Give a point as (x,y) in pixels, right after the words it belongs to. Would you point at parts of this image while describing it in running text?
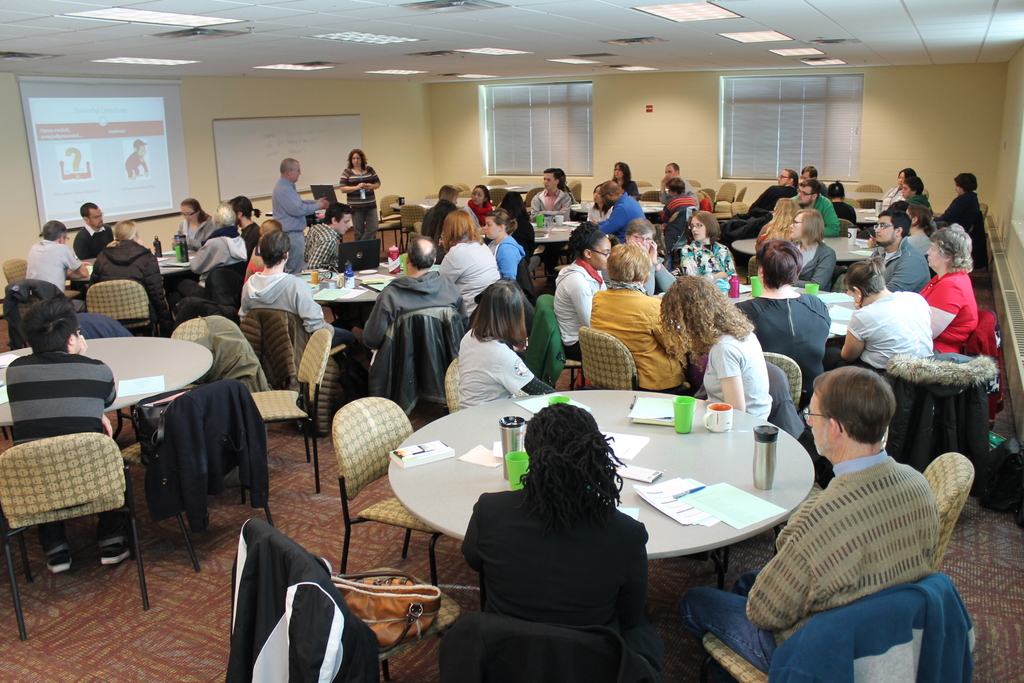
In this image I can see the group of people (520,333) sitting. Among them two people (360,202) are standing. In front of these people (566,493) there is a table (624,501). On the table (705,407) there is a cup (712,421), glass (681,415), papers (739,500) and a pen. At the back (169,148) there is a screen (68,123).
